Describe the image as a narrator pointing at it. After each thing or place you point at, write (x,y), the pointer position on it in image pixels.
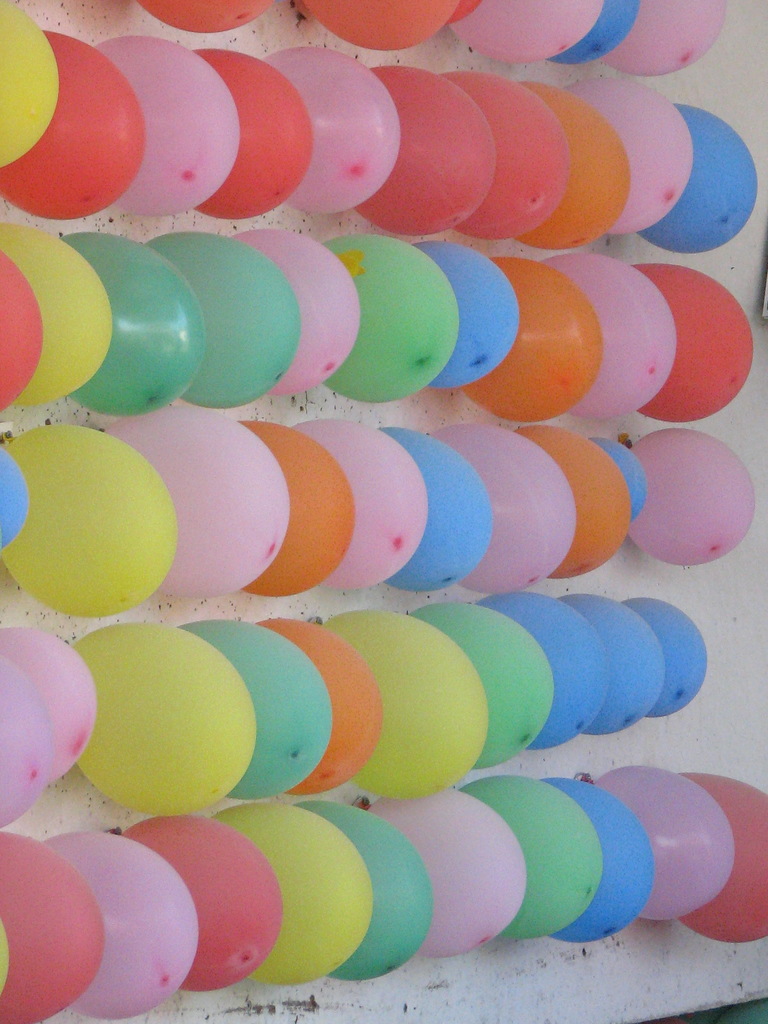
In the image we can see a board (749,12), on the board (110,34) there are some balloons (475,9).
